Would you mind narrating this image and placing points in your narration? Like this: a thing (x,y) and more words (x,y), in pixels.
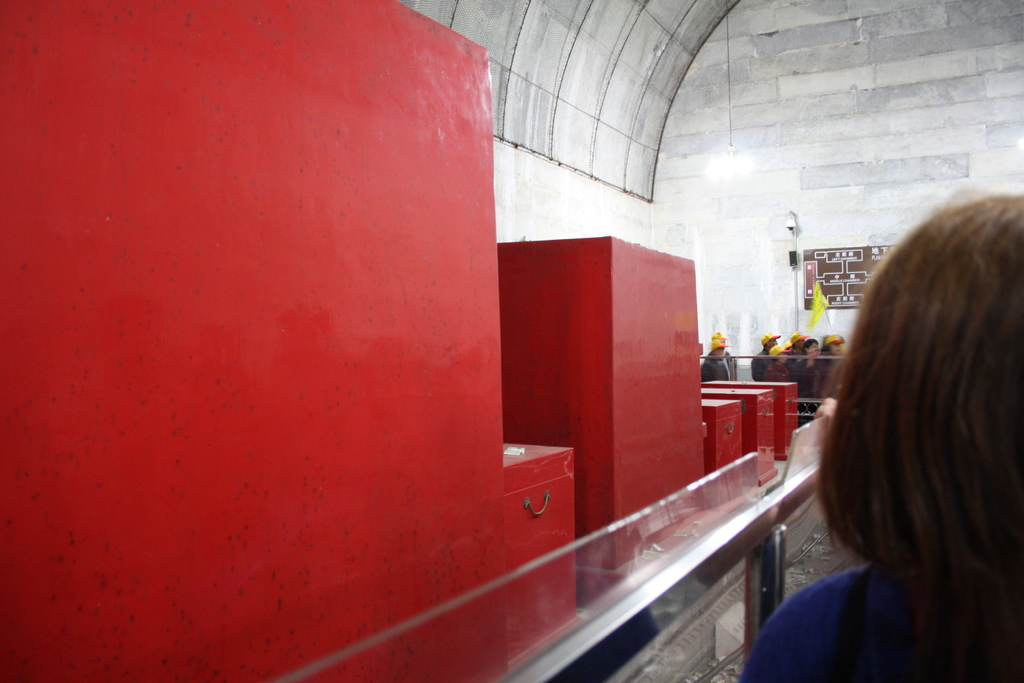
In this image I can see a wall (372,487), railing (397,626), boxes (700,438) and group of people (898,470) are standing on the floor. In the background (982,160) I can see a white color wall (838,81) and lamp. This image is taken may be in a hall (584,44).
